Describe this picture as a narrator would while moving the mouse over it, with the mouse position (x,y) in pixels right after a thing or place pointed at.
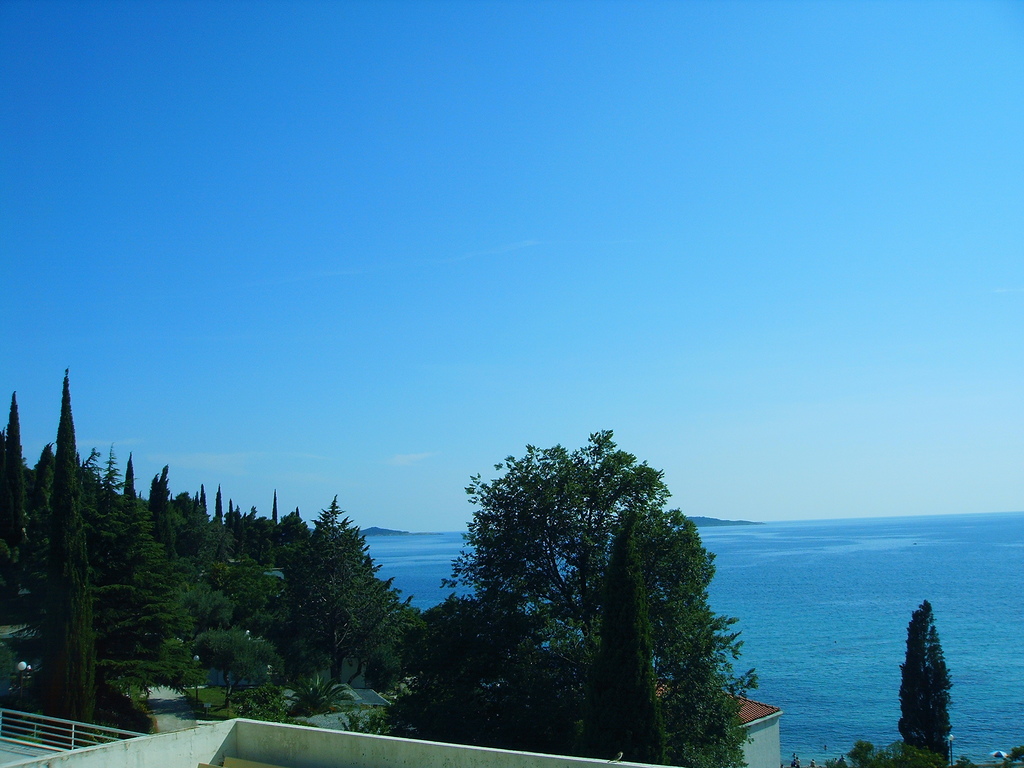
In this image we can see water (780,561), trees (294,612), plants (239,701), road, buildings (338,737), hill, sky (486,218) and clouds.
